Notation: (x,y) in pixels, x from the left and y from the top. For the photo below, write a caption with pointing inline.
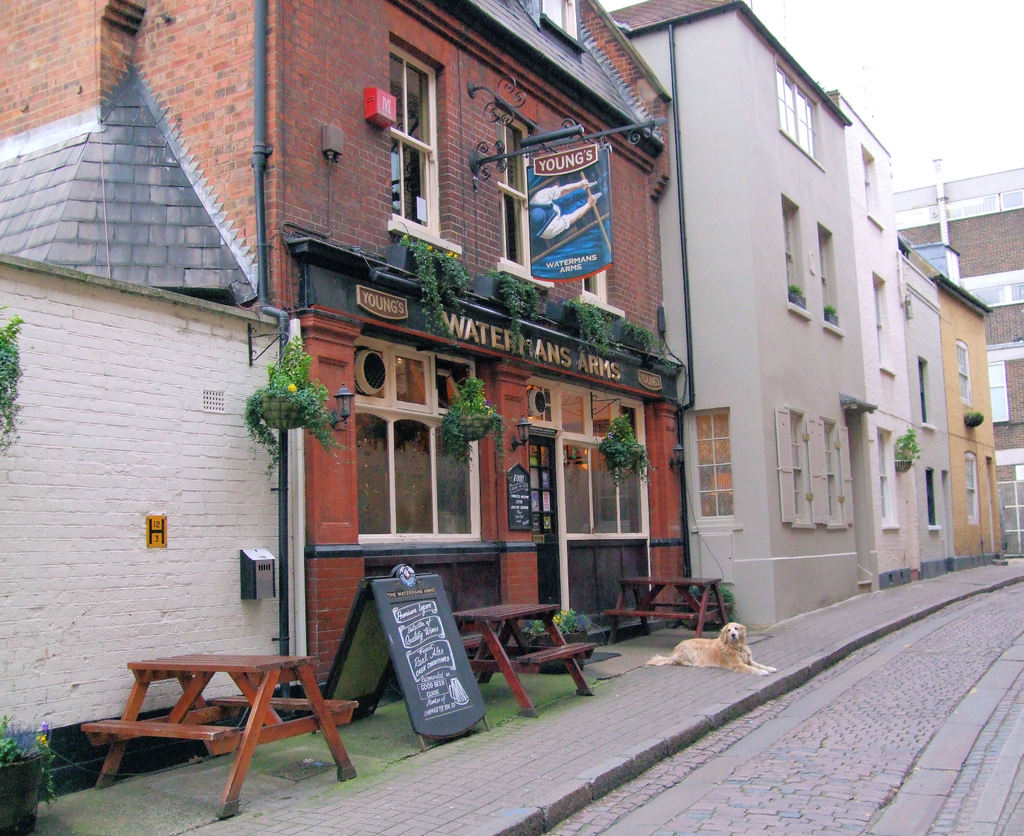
In this picture we can see buildings (507,333) with windows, plants (511,287), banner (568,163), wall (128,452), benches (310,676), pipe (306,619), flower pot (292,414), sky (923,60), path (751,832) and a dog (743,653) on footpath (831,637), door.
